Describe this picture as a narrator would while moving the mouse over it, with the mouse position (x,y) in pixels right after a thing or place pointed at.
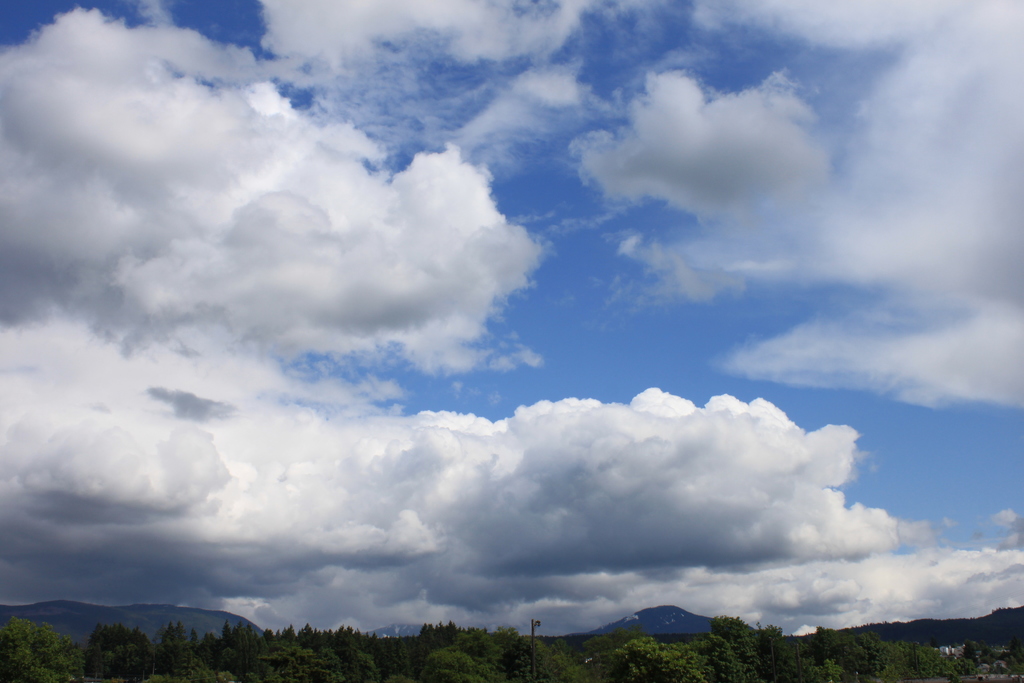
In this picture I can see few trees (553,655) at the bottom (616,657). I can see there are clouds (638,502) in the sky (693,362). I can see hills (664,610) in the middle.
